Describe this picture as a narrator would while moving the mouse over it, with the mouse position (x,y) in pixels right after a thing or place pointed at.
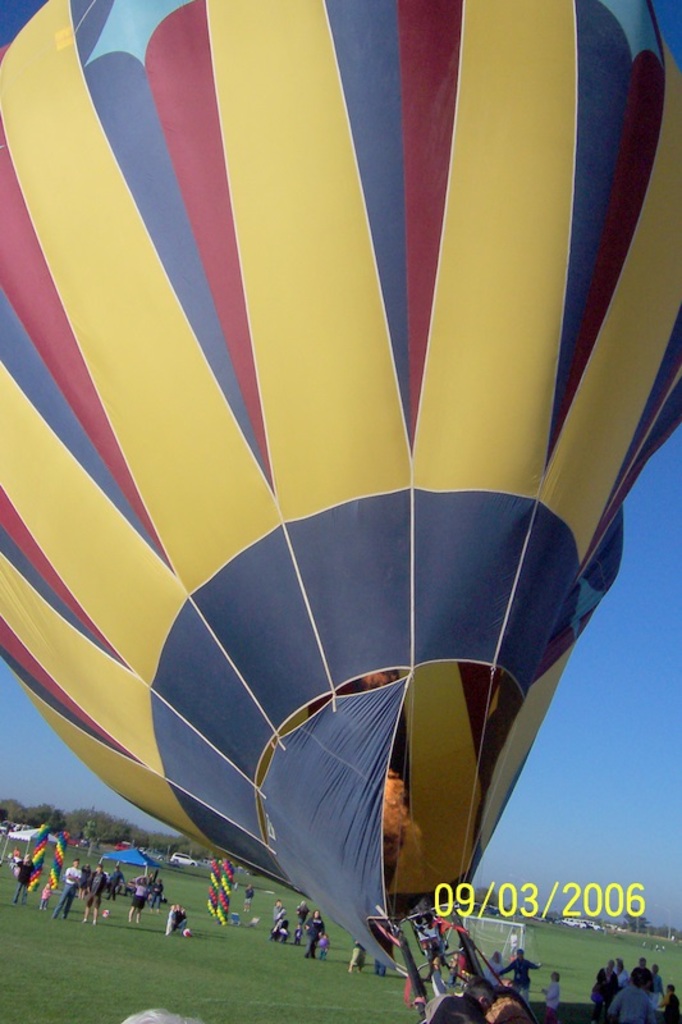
In this image we can see the hot air balloon (236,671). We can also see the people (299,937), balloons (40,857), vehicles (193,860), tents (118,860) and also the trees (645,928). We can also see the grass (300,975). In the background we can see the sky (1,753). We can also see the date (515,909).
